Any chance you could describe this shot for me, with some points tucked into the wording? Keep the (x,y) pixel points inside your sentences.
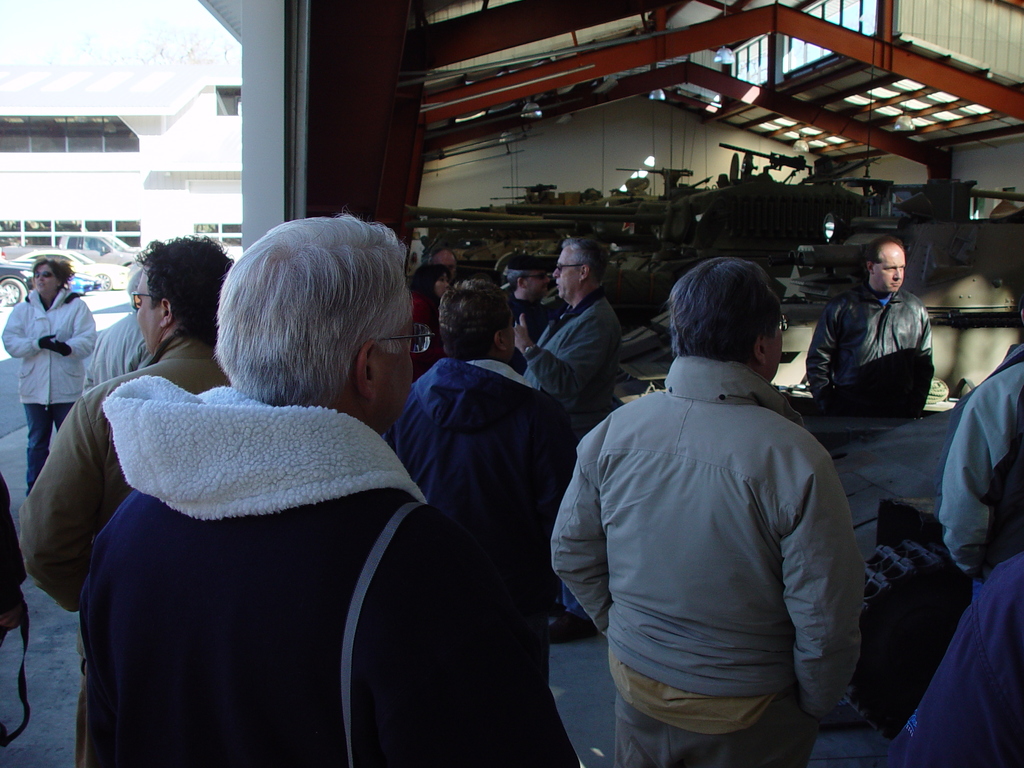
Here we can see people (289,330) standing, background (43,222) we can see vehicles (68,250), building (166,182) and wall (654,155).
